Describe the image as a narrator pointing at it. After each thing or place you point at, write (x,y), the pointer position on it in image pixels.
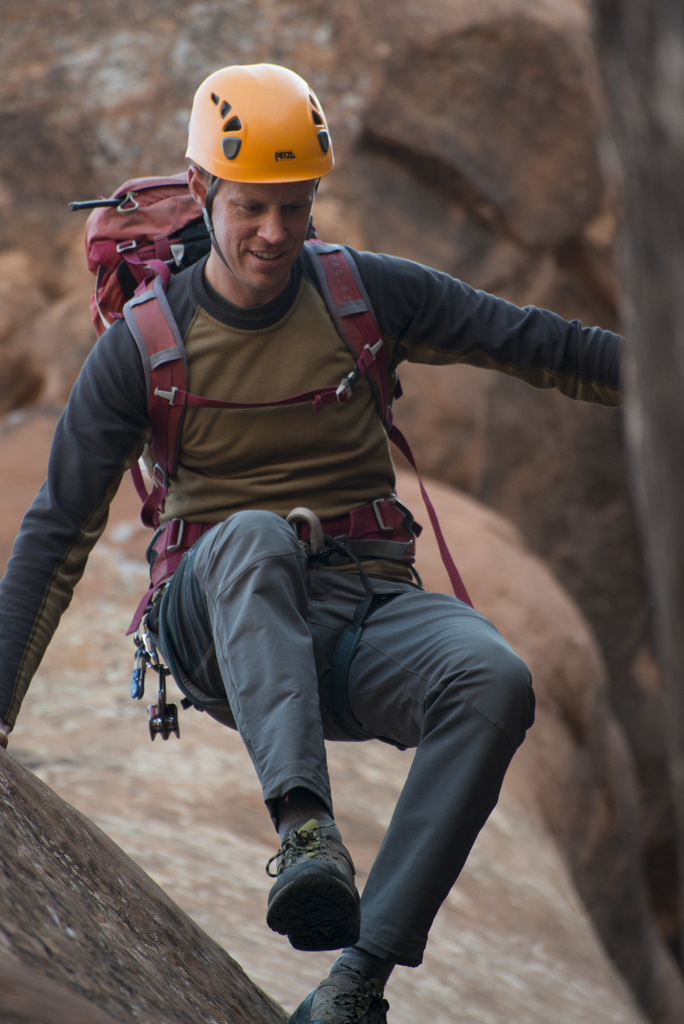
In this picture there is a man (304,711) who is wearing helmet (269,105), shirt (410,355), pants (294,789), shoes (324,898) and bag (128,322). He is climbing down near to the stones (42,861).
